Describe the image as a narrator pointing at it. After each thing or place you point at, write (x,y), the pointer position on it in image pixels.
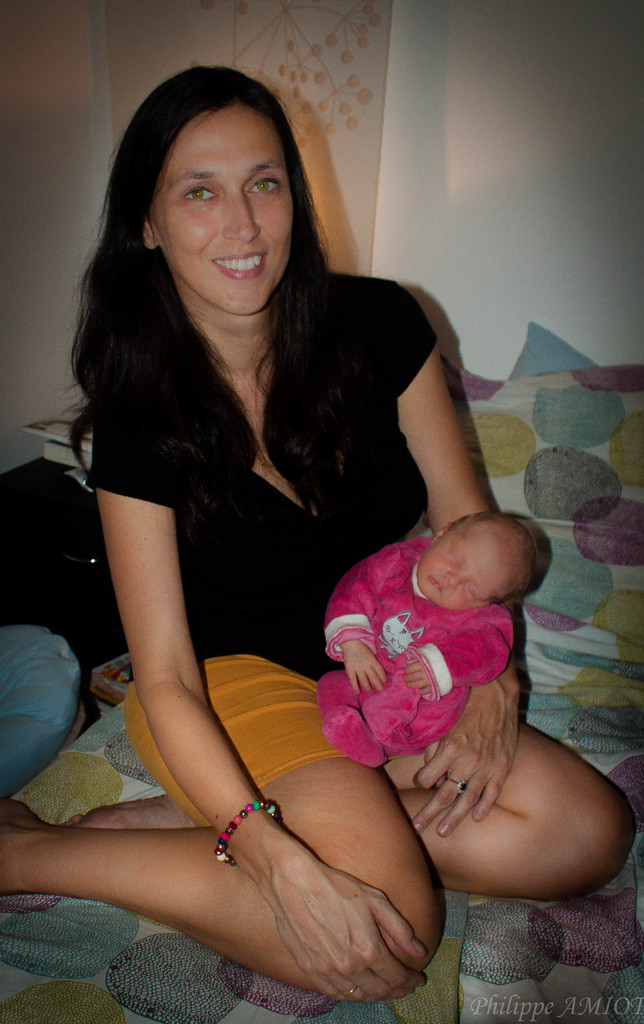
In the center of the image (405,383) there is a lady (482,843) holding a baby (342,656). She is sitting on the bed (9,968). In the background of the image (481,194) there is wall (17,131).
